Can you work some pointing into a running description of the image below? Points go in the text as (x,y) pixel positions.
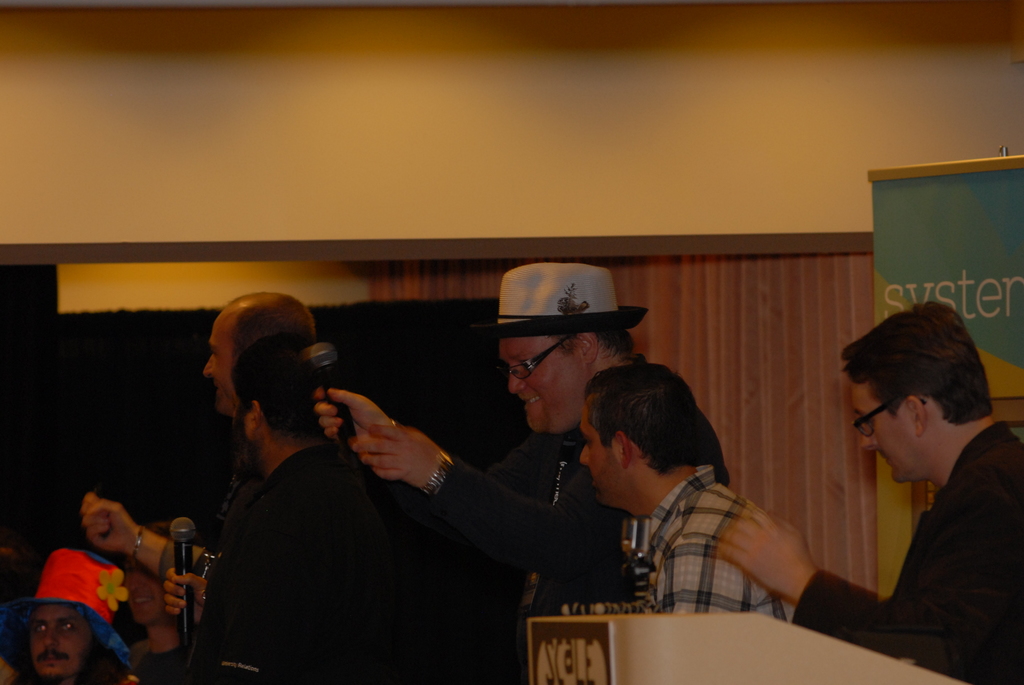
In this image i can see a group of persons (610,464) standing and few of them (371,408) are holding microphone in their hand (200,610). In the background (386,172) i can see a wall (416,179) and few persons (90,610) and a banner (881,265).
